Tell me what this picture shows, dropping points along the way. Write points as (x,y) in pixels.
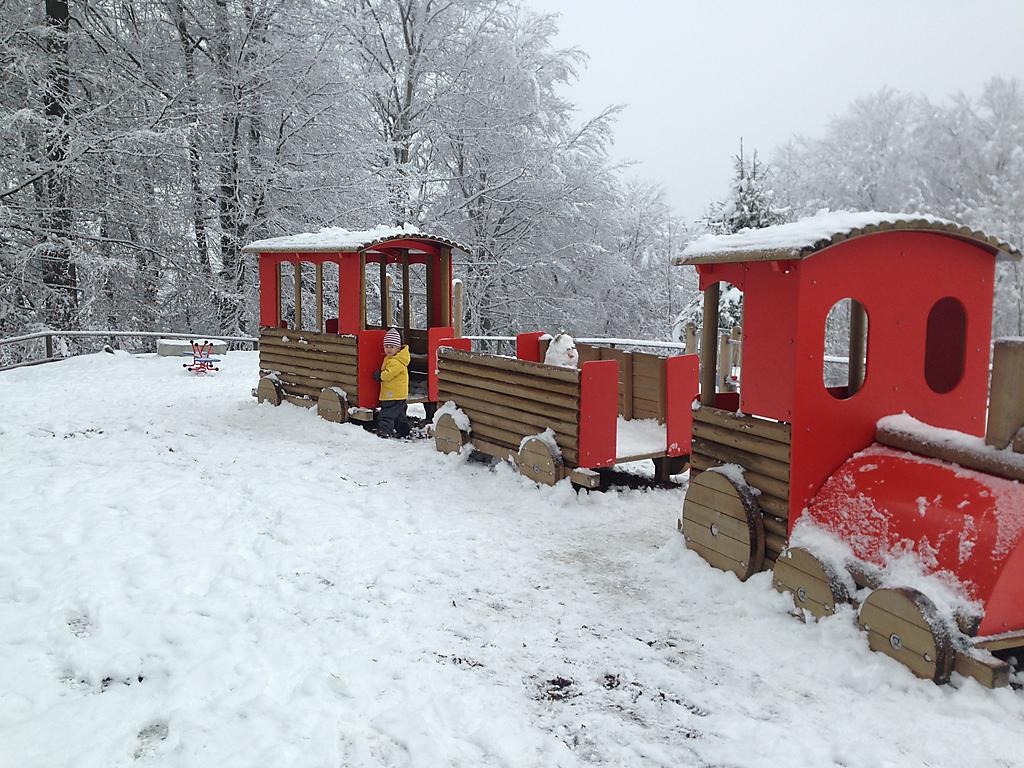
In the foreground of the picture (411,359) there is a train (542,393) made out of wood (510,391) and there are cart (683,403), kid (387,388) and snow (280,475). In the background (368,202) there are trees (616,209).
